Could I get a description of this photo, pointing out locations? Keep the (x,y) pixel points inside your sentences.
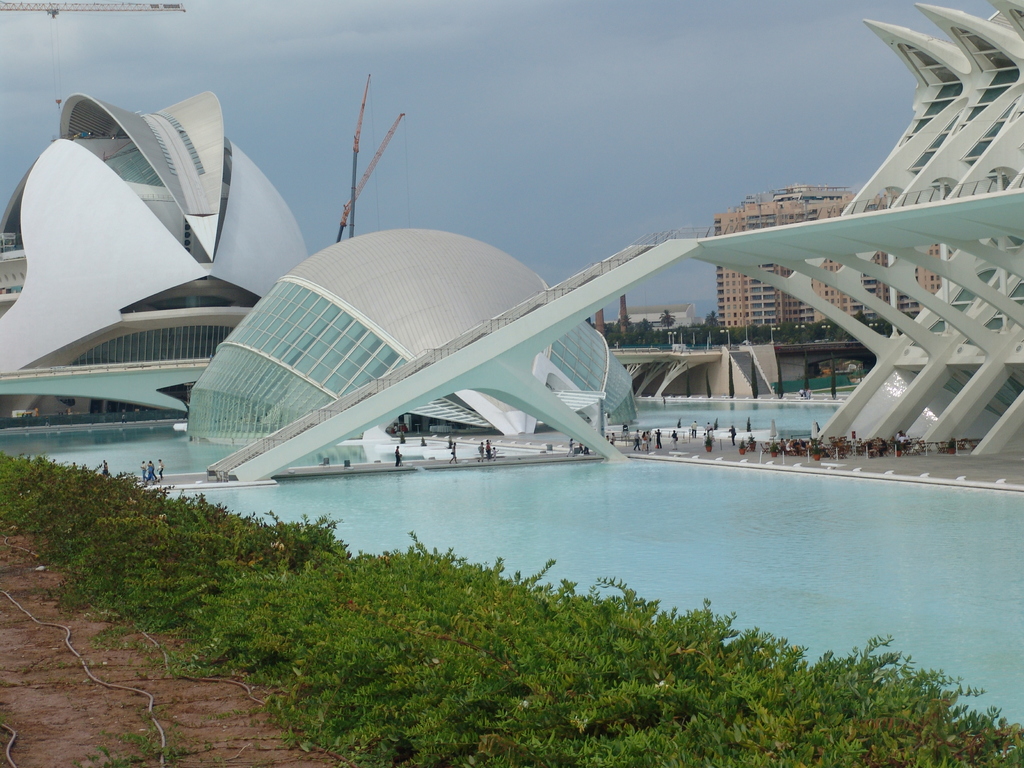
In this image there is a pool (693,543) and beautiful architecture (413,326), on the left side (134,604) there is land (89,653) and plants (234,627).
